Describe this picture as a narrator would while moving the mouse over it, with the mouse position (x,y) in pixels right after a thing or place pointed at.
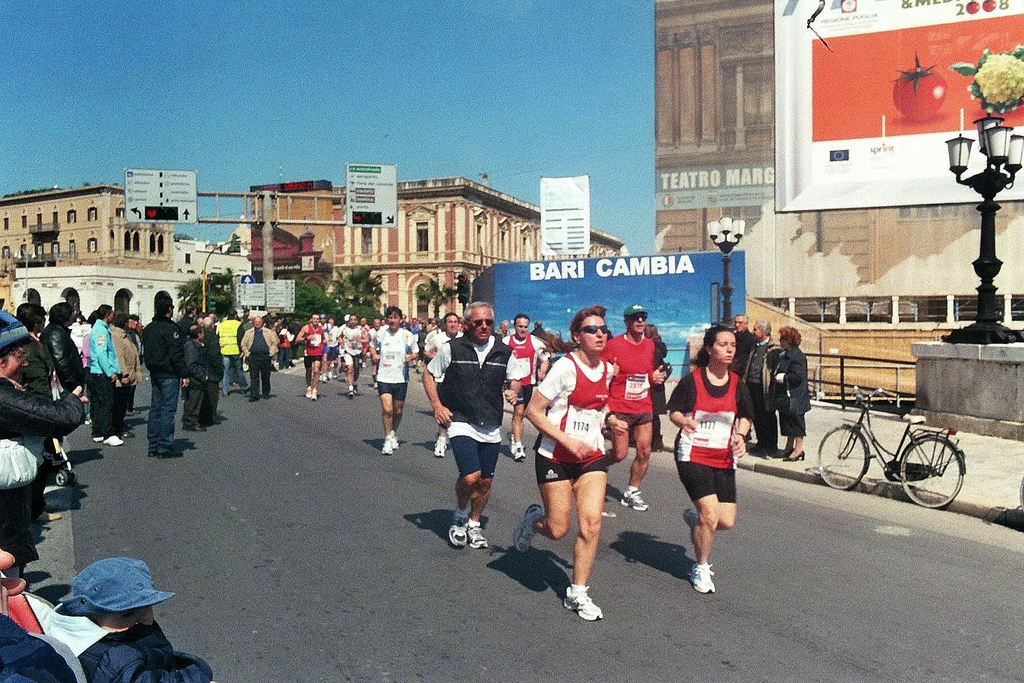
In this image I can see a road (320,457) in the centre (372,451) and on it I can see number of people (521,336) are running. I can also see few more people (270,348) are standing on the both sides of the road (322,488). In the background (1015,190) I can see number of buildings (885,289), poles (264,231), lights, trees (186,285), boards (164,184), the sky (449,119) and on these boards (807,61) I can see something is written. I can also see a bicycle (956,456) on the right side of the image (875,441).
